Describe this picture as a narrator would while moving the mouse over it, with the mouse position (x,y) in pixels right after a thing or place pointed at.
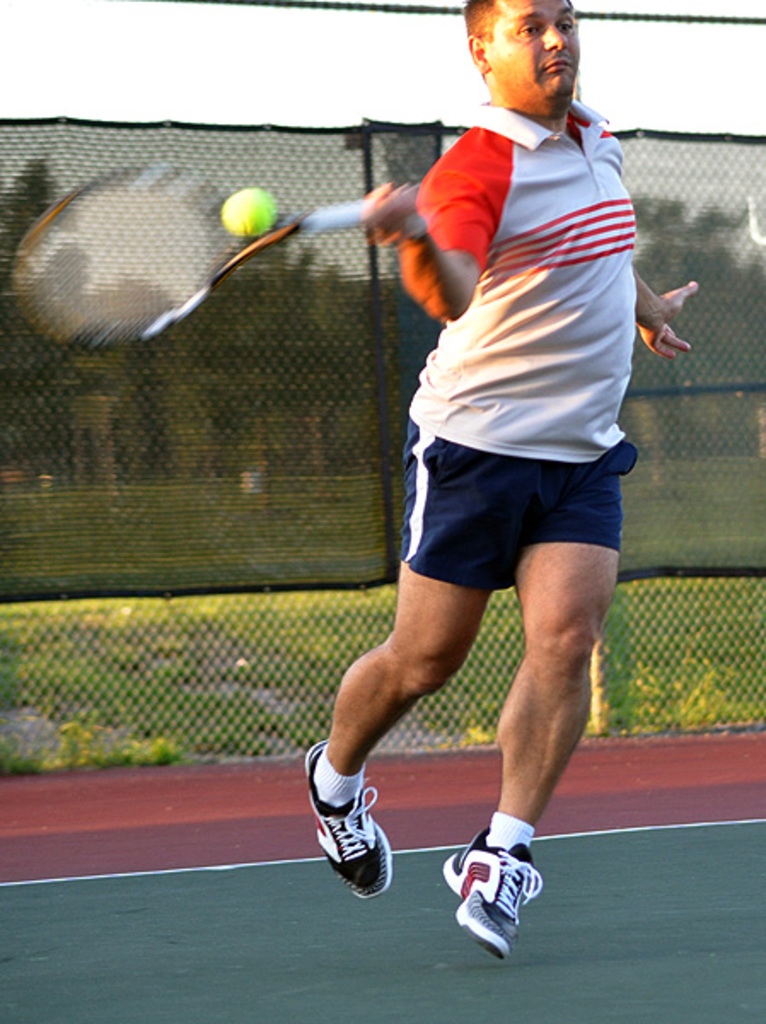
This image is clicked in a tennis court (723,912). There is a net (297,402) in the back side (672,648). There is a person (575,489) who is holding a racket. He is hitting the ball (238,211) with his racket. There is sky (279,72) on the top (259,115). He is wearing white color shirt (533,381) and shoes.
